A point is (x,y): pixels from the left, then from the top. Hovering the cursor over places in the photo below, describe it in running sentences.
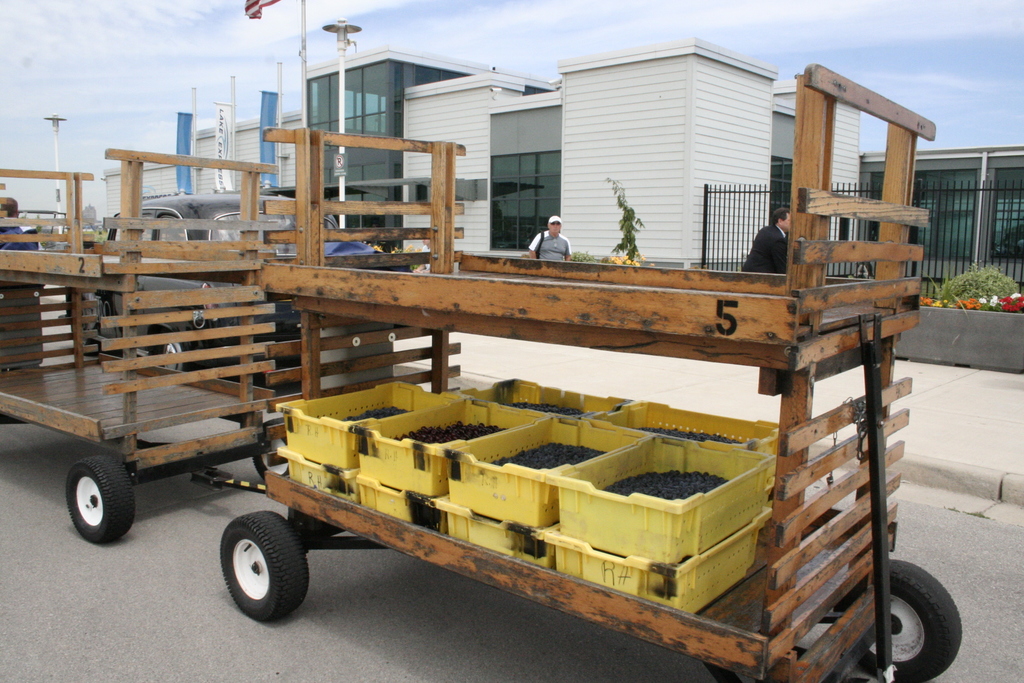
In this picture we can see wooden carts (841,424) on the road (234,648) carrying yellow tubs (509,510) with something in them. In the background (585,247), we can see buildings (652,244), trees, railing (711,239), people (560,255) and lamp poles (345,23).
